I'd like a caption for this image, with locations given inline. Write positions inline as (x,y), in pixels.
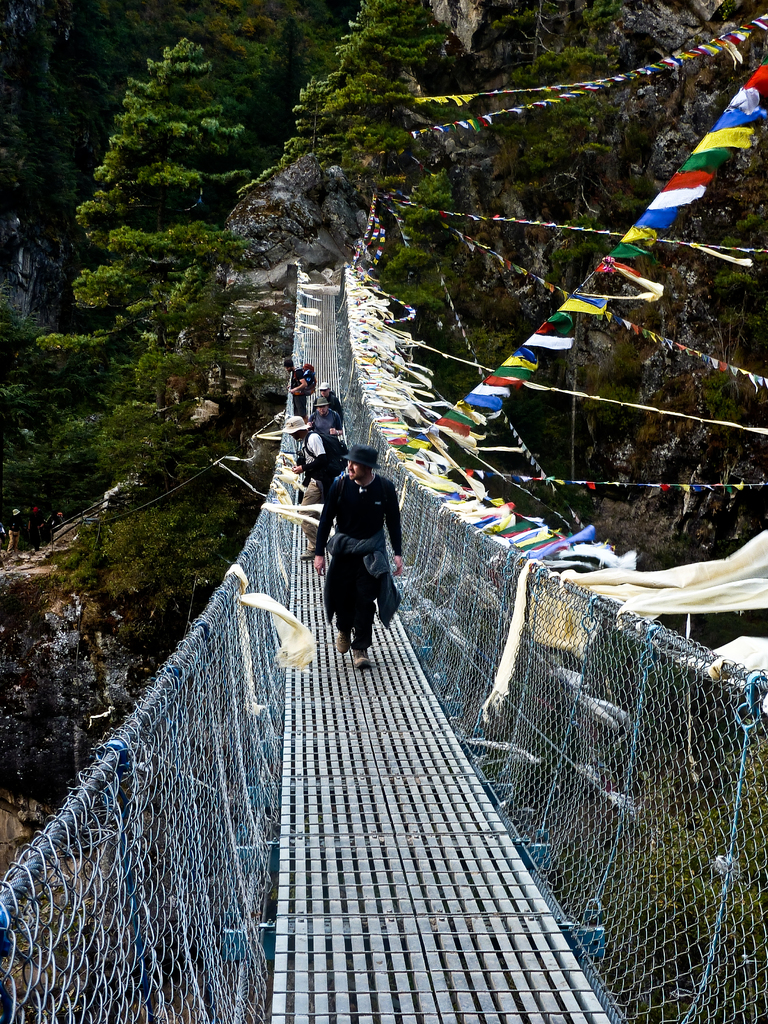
Here we can see few persons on the bridge (390,813) and there are flags (699,153). In the background (356,6) we can see trees (470,334).
